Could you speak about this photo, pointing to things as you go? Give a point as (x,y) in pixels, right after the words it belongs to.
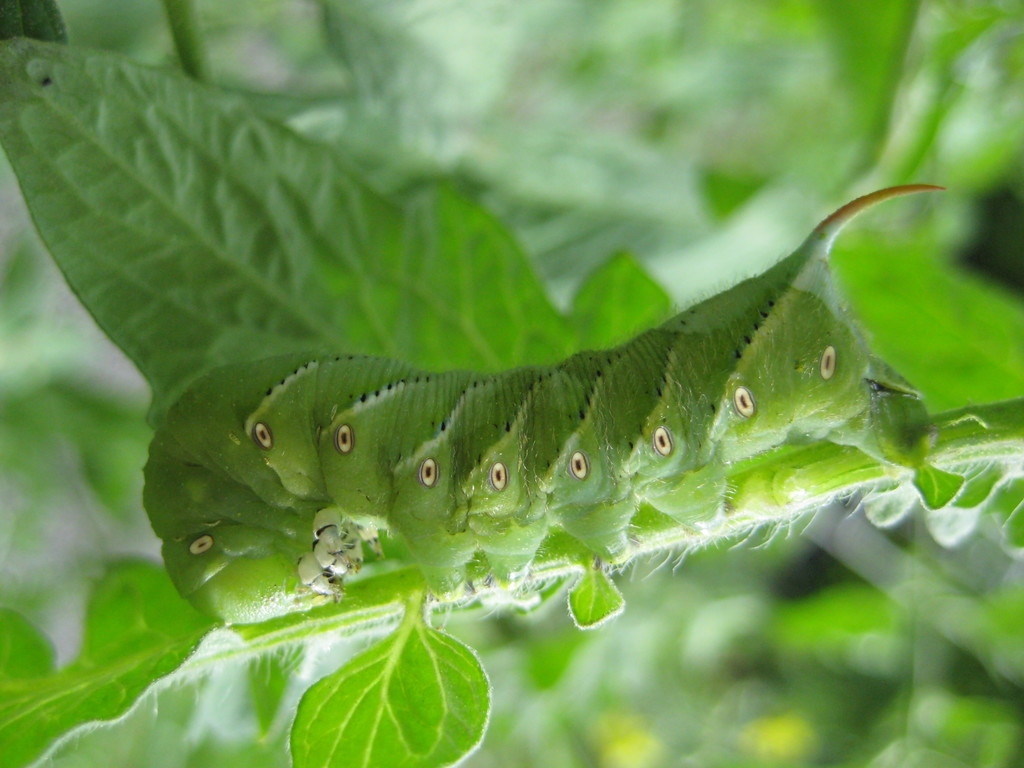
Here we can see an insect (512,495) on a plant (394,727). In the background (574,112) the image is blur but we can see leaves (469,236).
